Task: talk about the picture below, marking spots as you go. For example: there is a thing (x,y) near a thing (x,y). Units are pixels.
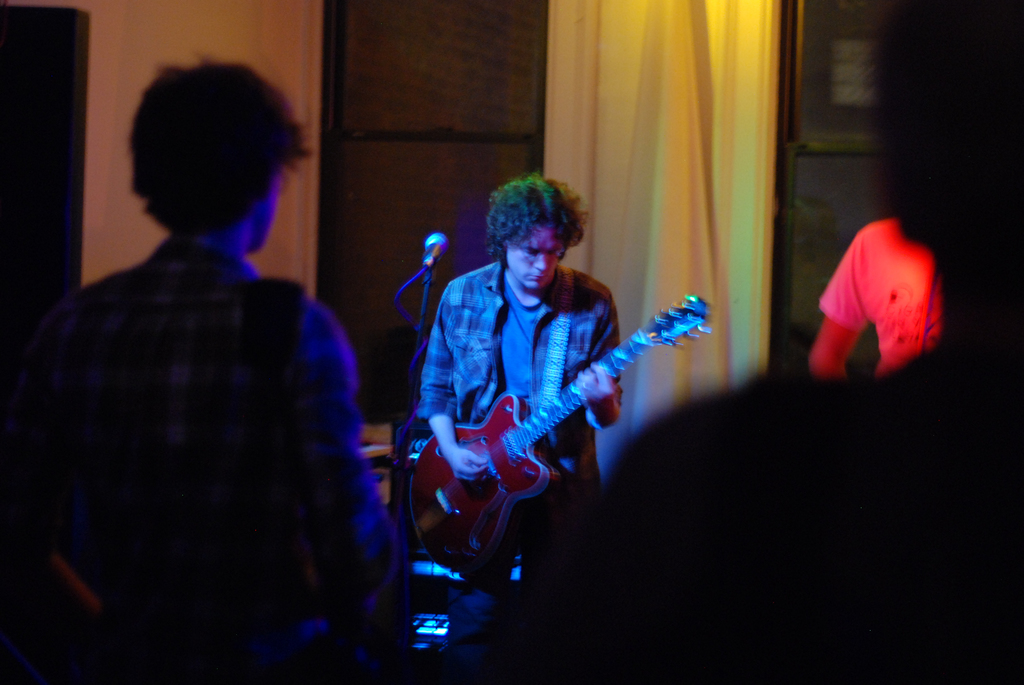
In this picture we can see man (462,359) standing in front and playing guitar (576,393) and in front of him there is mic (436,253) and some persons (630,467) looking at him and in background (298,276) we can see wall (573,98), curtain (654,18).
